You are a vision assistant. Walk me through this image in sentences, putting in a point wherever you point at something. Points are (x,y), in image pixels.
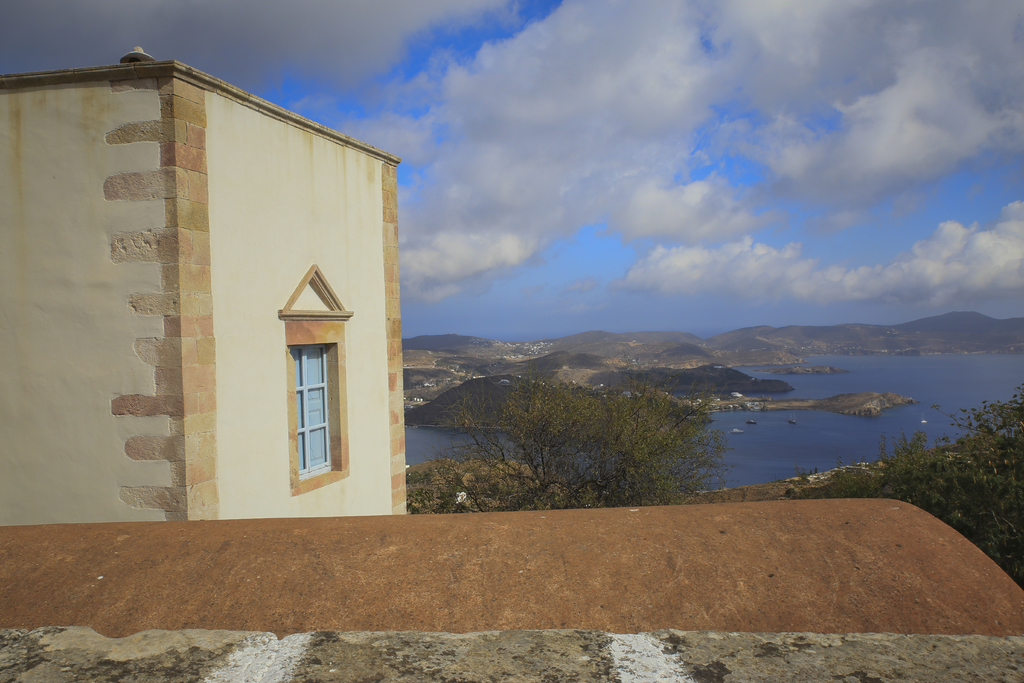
In this image on the left side (92,331) there is one house (261,482) and at the bottom (533,619) there is roof (919,578), and in the background (577,368) there are some mountains (817,407) and one lake (892,423) and some trees (519,420). On the top of the image (523,157) there is sky (664,180).
